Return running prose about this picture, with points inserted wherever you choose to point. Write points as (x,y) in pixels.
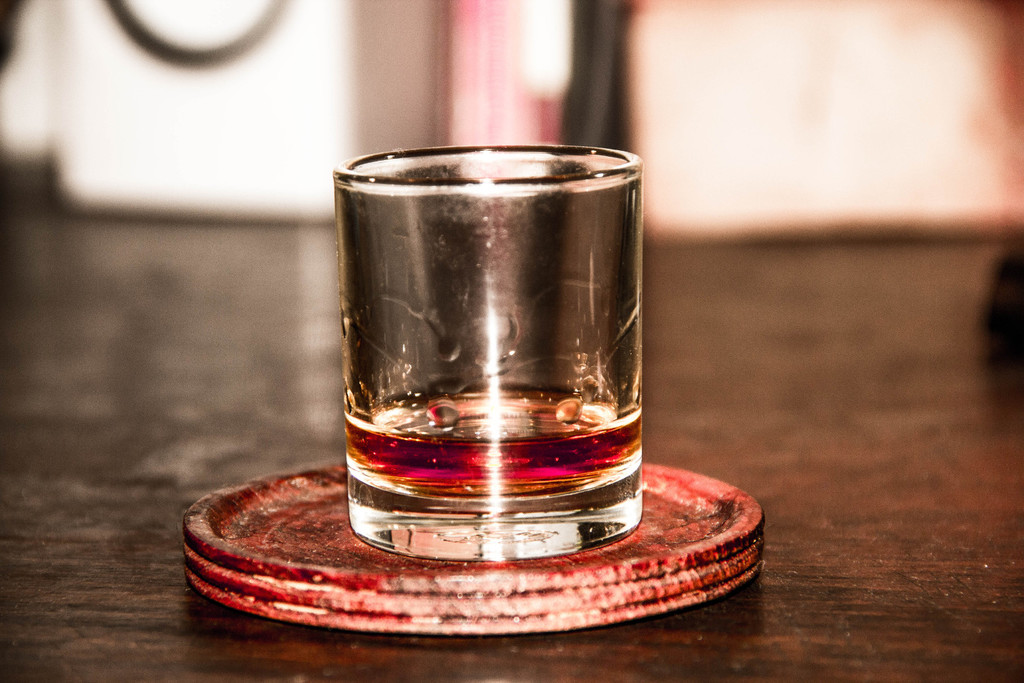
In this image we can see beverage (465,489) in glass (474,319) placed on the table (262,368).
